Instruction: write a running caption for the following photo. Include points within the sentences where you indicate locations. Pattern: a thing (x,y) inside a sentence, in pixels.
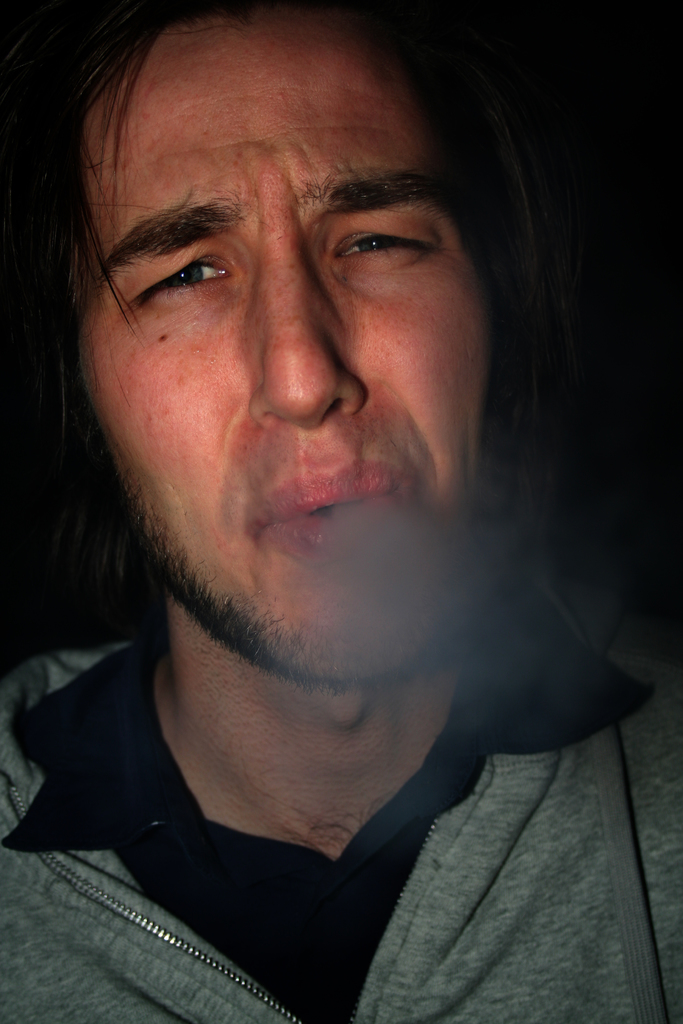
In this image we can see a person (446,834) wearing sweater (83,930) and black shirt (195,868). Here we can see the smoke (460,601). The background of the image is dark.
